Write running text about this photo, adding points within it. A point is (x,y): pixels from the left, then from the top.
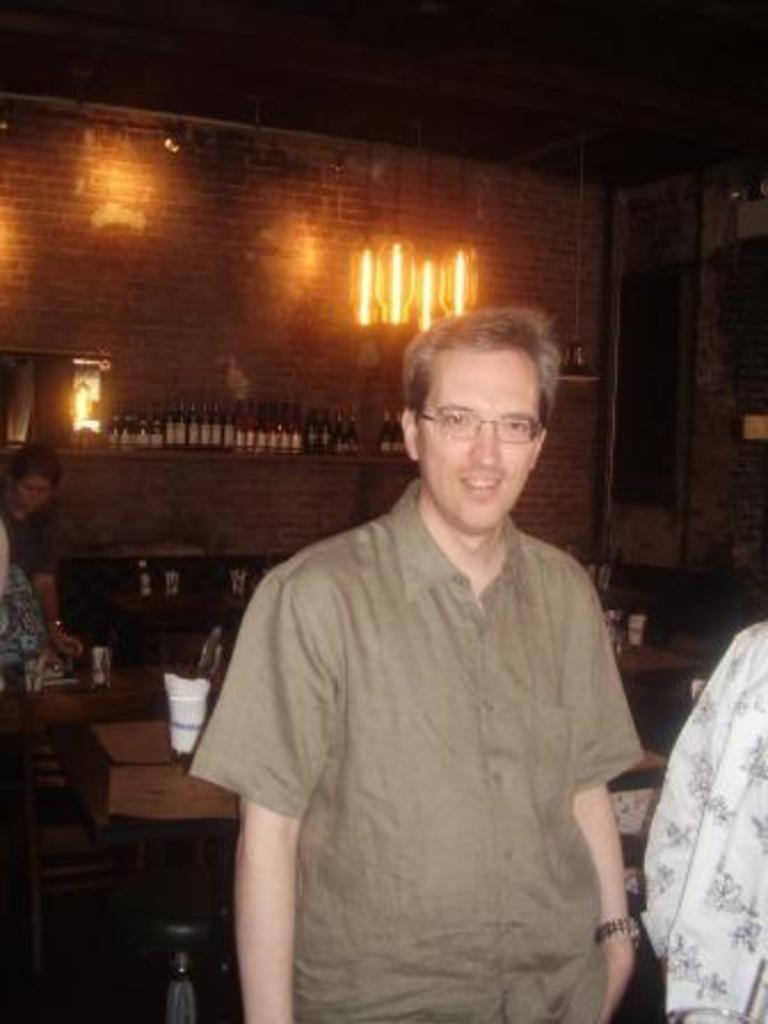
A man (444,552) wearing a spectacle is standing and posing his face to a camera. Back of him there is a woman (34,587) and there are many chairs (135,619) and table (144,605) placed. This is a bottle (248,413) and a lamp (397,265).
